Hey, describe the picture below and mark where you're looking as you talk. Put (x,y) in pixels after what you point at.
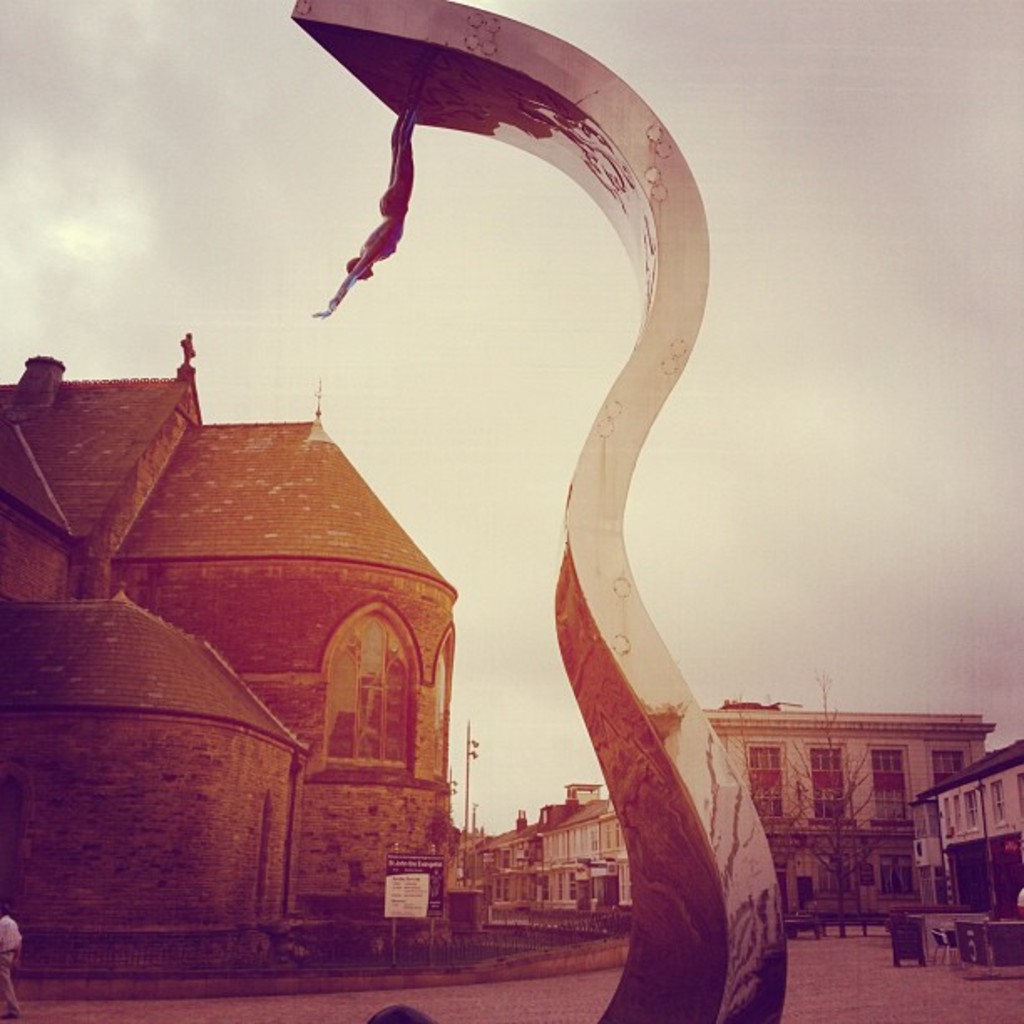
In the center of the image (575,675) we can see one architecture (691,853). In the background (567,349), we can see the sky (385,390), clouds (511,655), buildings (146,624), poles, banners (910,955), trees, fences (25,962), one person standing and a few other objects (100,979).
